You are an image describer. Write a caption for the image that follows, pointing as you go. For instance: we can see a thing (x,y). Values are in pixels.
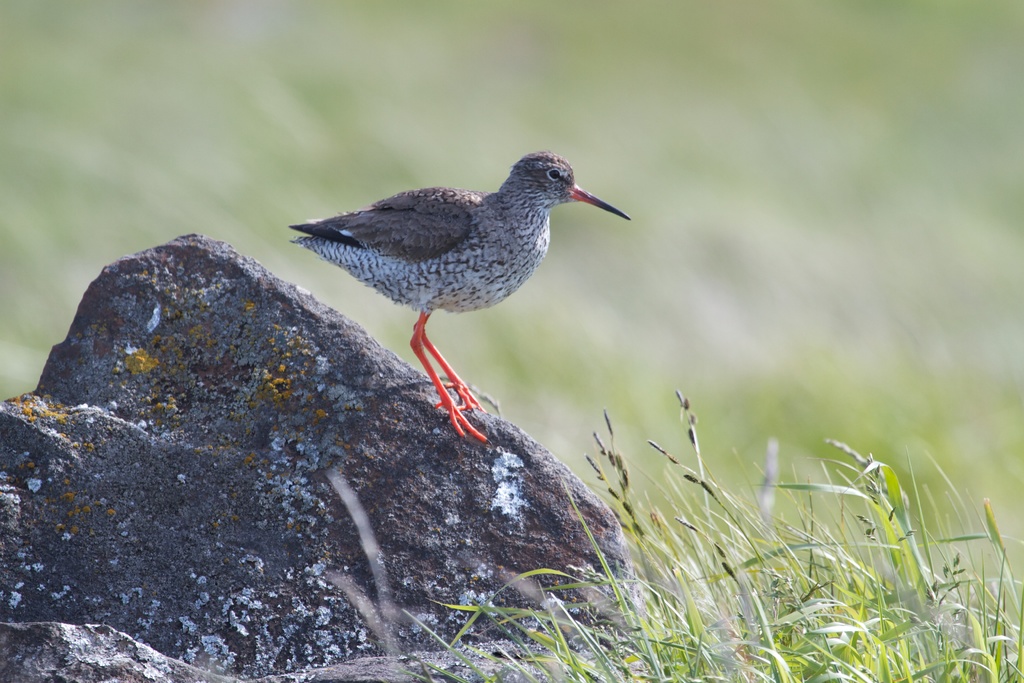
In the picture we can see a stone (174,533) near the grass plants (1013,641) on the stone (162,537) we can see a bird (413,293) standing.
